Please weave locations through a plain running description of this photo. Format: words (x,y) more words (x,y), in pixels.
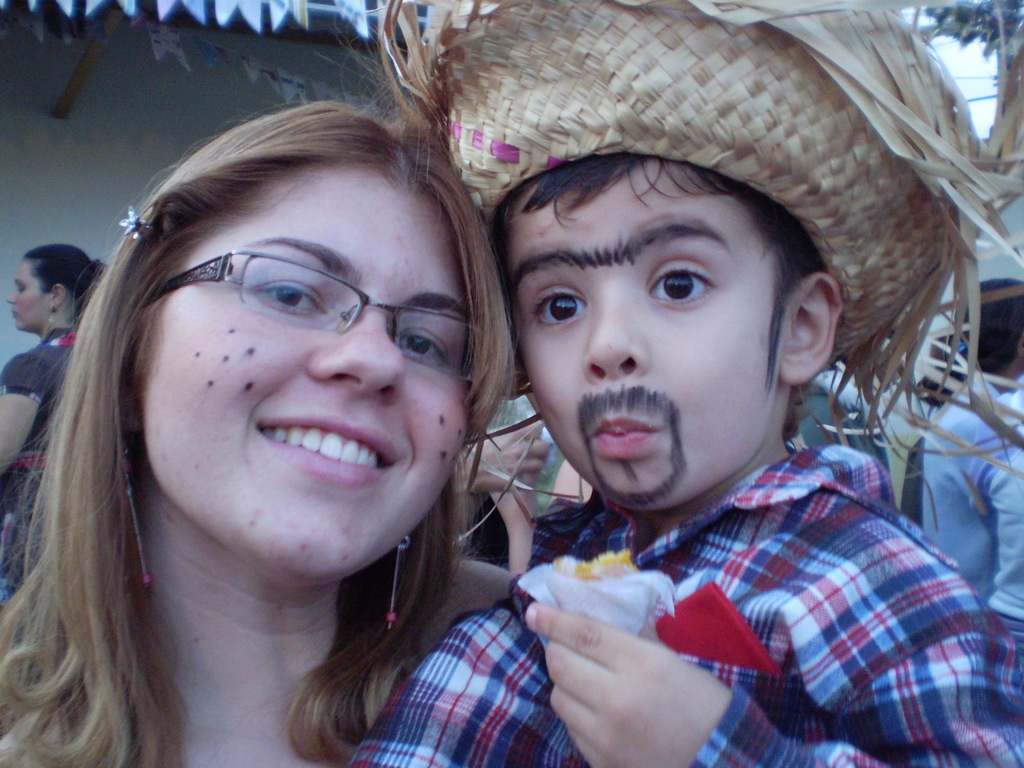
In the foreground of the picture (333,435) there is a woman (505,321) and a kid (529,347), behind her there are people (987,467). In the background (160,153) it is wall (150,125).
